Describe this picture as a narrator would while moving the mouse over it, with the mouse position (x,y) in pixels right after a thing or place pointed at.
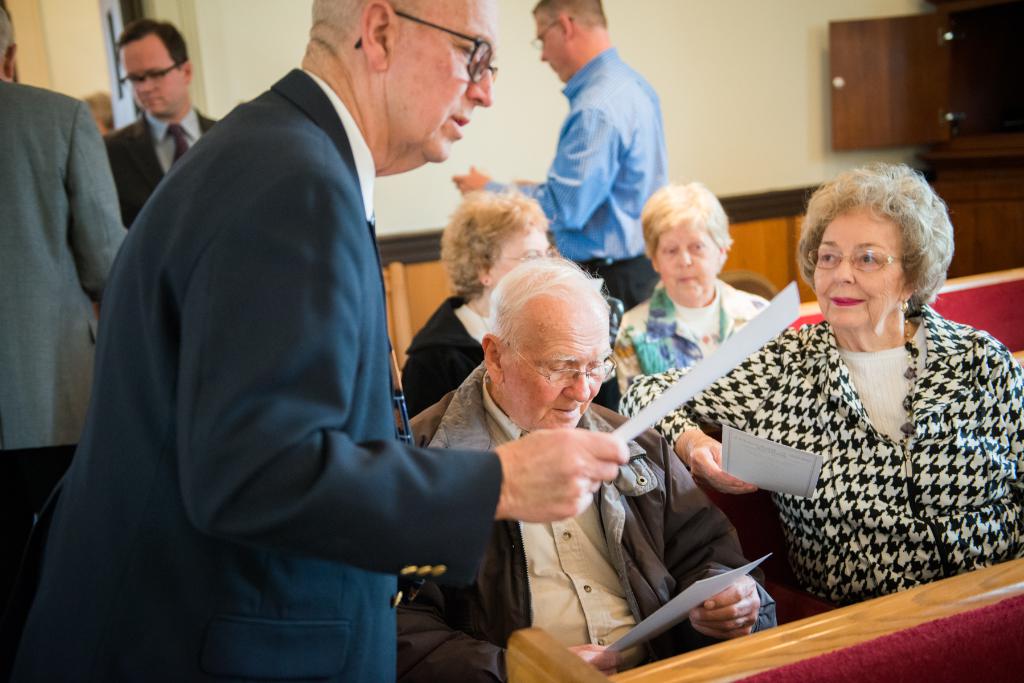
Few people (664,214) are sitting and few people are standing and these three people (516,520) are holding papers (772,467) and we can see sofas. In the background (688,30) we can see wall (779,68) and cupboard (975,178).
